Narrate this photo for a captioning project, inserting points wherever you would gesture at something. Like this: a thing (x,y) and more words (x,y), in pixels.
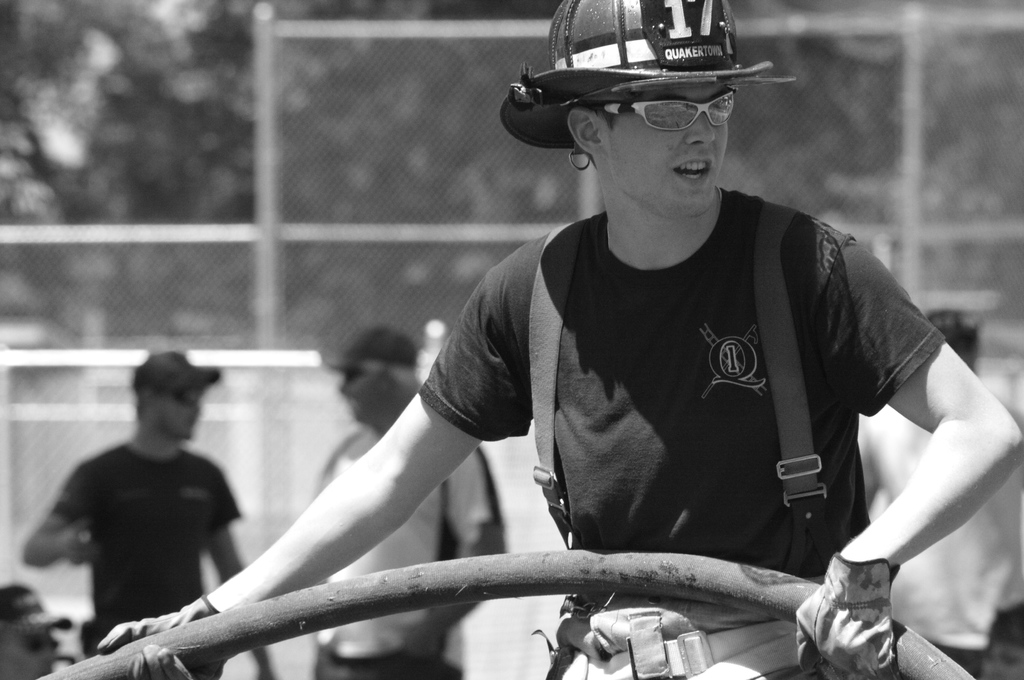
In this picture we can see a man (681,418) is holding a pipe (613,577) in the front (751,592), he is wearing a cap (666,57), goggles (683,107) and gloves (800,610), there are three persons (97,505) in the middle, in the background (30,64) there are trees (204,95) and fencing (297,123), it is a black and white image.
